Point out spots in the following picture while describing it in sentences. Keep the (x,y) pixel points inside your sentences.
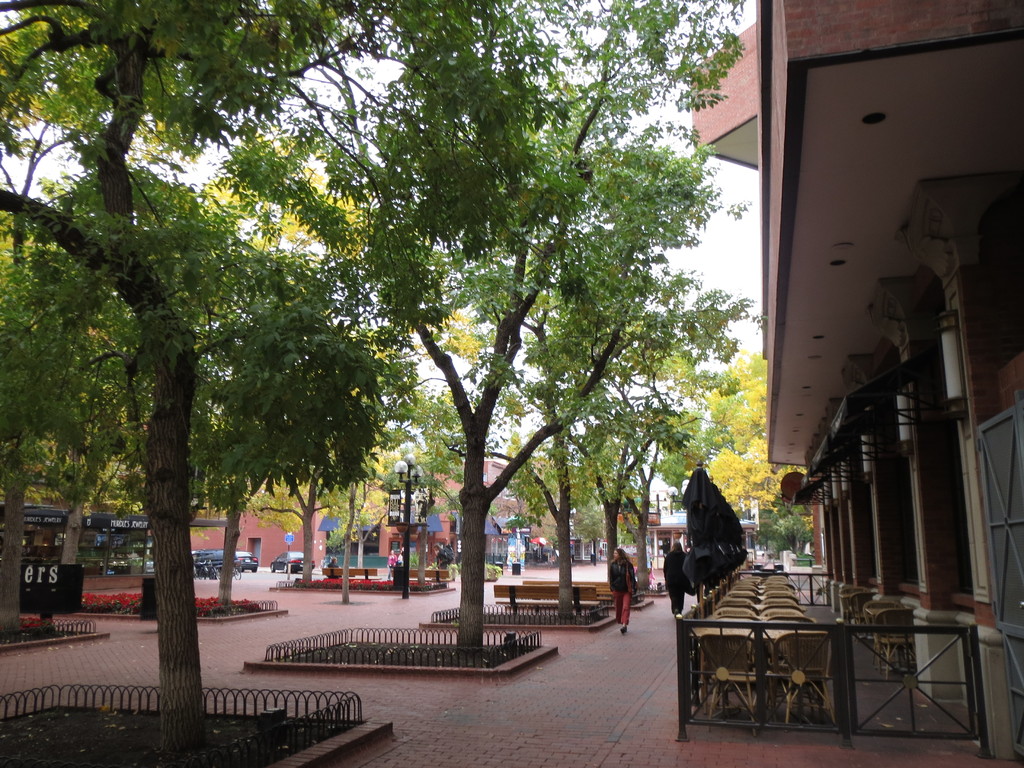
This image consists of many trees (159,552). And we can see two persons (675,602) walking. On the right (818,363), there is a building (847,428). We can see many chairs (790,596) and pillars (944,568). At the bottom (420,718), there is a road (424,714). In the background (246,562), we can see the cars (239,555) parked on the road (260,586). At the top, there is sky (750,324).
